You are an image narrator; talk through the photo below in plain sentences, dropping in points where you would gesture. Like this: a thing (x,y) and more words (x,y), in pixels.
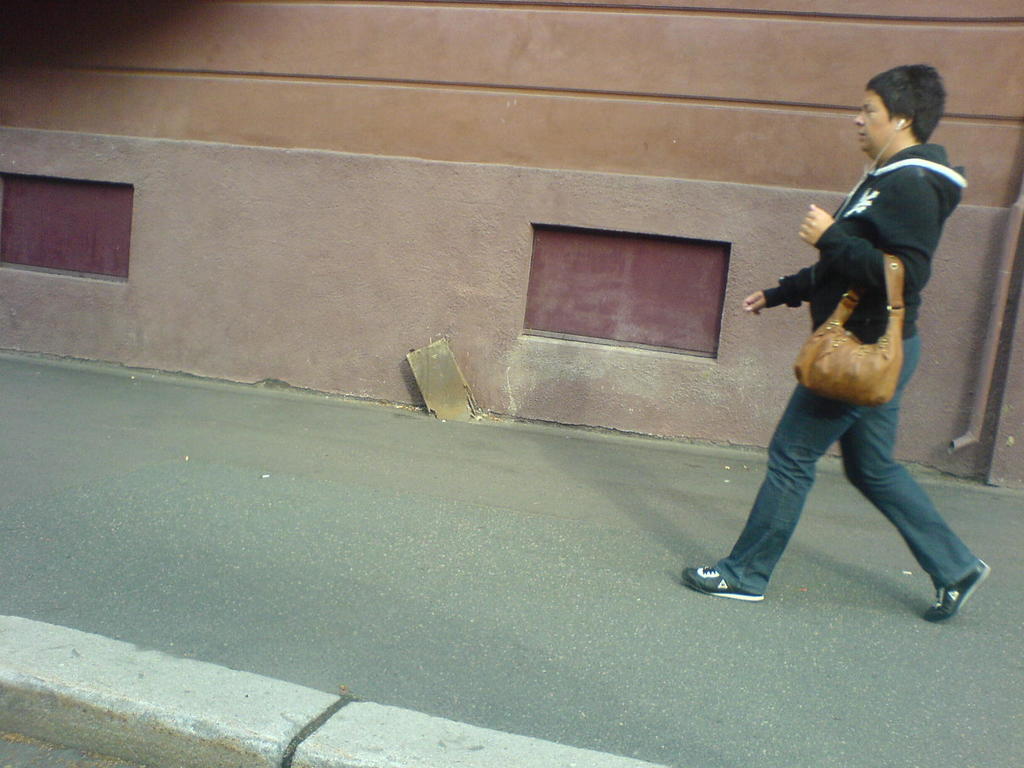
In this picture I can see there is a woman (894,221) walking on the walk way (296,492) and she is wearing a handbag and she has earphones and there is a building (245,196) in the backdrop (178,237).
